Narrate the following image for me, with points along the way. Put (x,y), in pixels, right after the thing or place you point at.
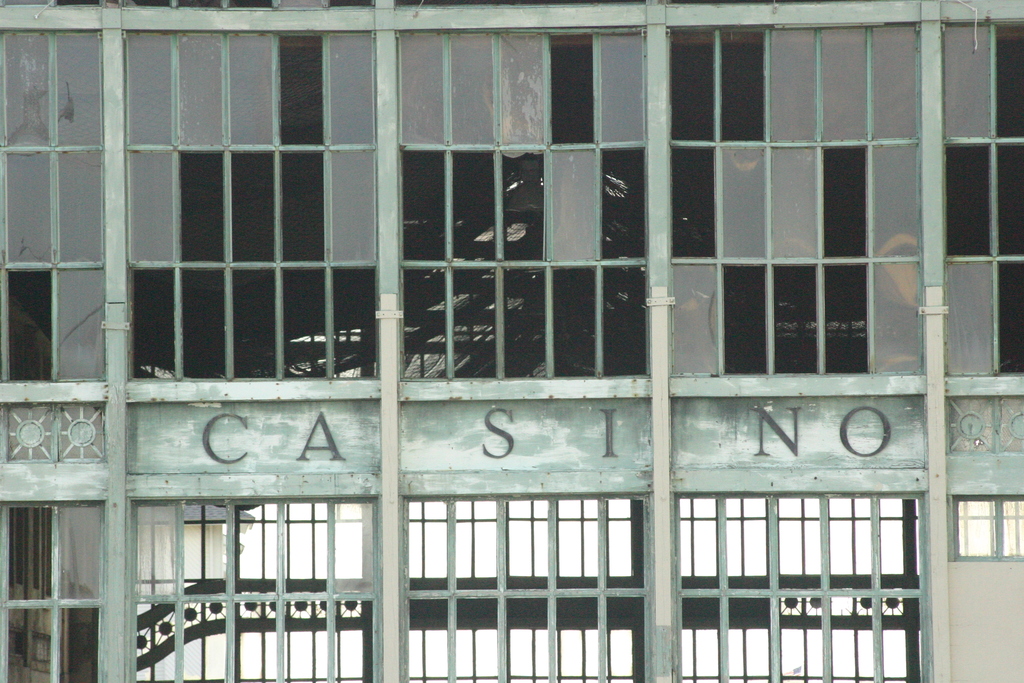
In this image I can see the glass building (565,434) and I can also see something written on the building (592,411) and I can also see few windows (524,581).
